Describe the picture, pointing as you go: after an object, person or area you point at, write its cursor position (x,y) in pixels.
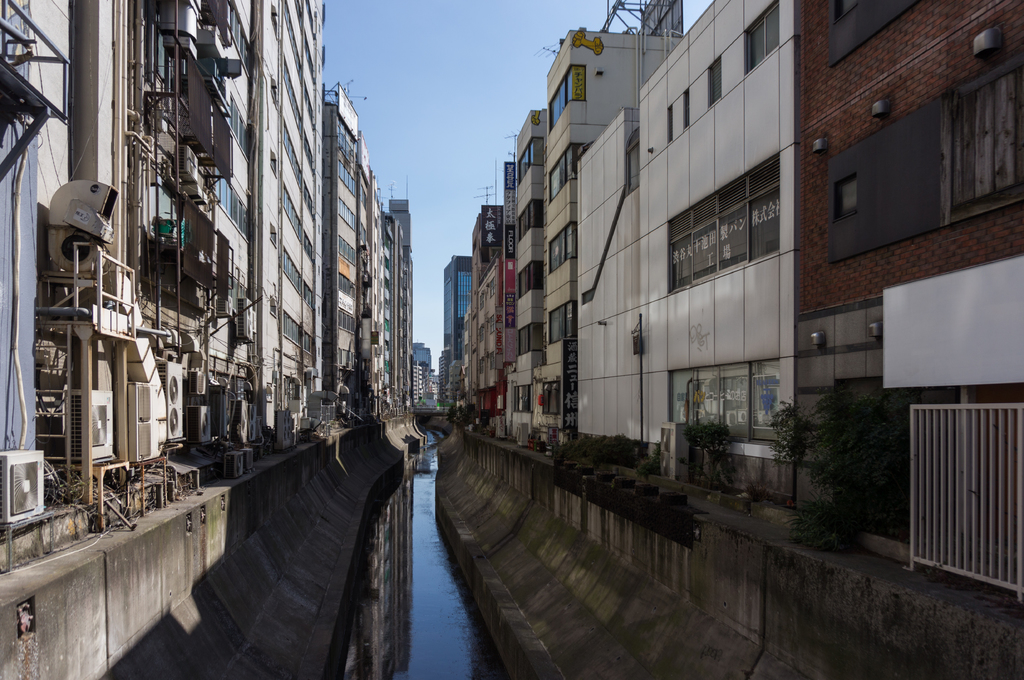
In this image we can see buildings (192,331) to the both sides of the image. In the center of the image (426,444) there is water (410,565). At the top of the image (437,78) there is sky (433,83).
